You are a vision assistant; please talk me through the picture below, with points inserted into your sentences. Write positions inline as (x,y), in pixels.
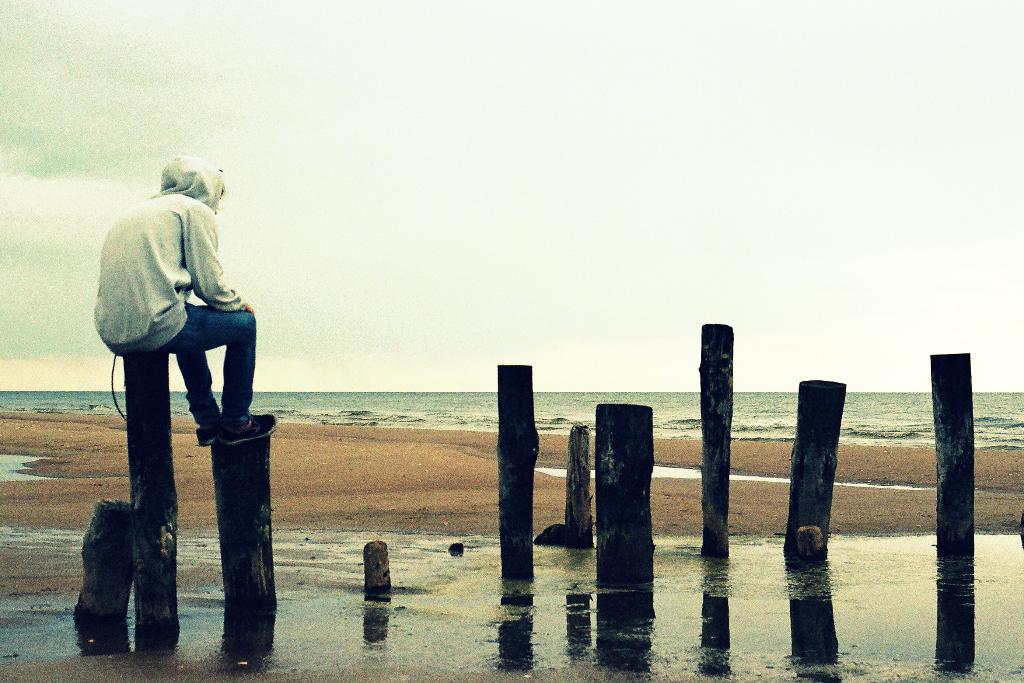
In the image there are few wooden poles (646,459) and the person (165,294) is sitting on those poles (164,385) on the left side (112,325), in front of him there is a sand surface (62,415) and in the background (122,398) there is a sea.
